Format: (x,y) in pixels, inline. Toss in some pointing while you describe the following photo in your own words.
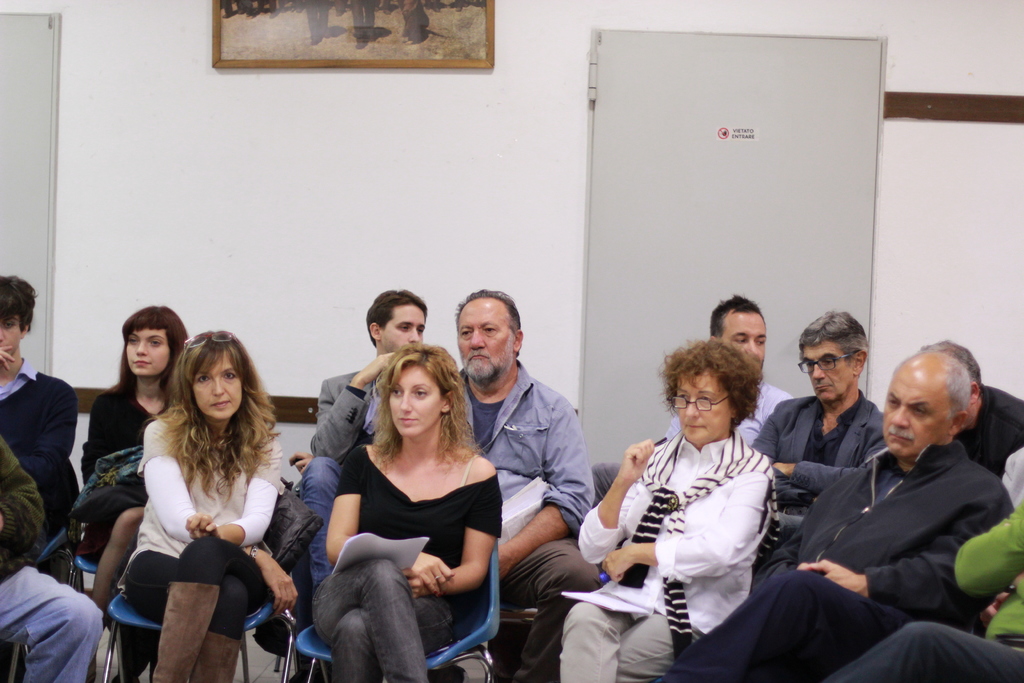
In this image there are a few people (390,528) sitting in chairs (497,549), behind them there is a photo frame (330,37) on the wall (481,158), beside the photo frame (452,60) there is a closed door (656,100).
